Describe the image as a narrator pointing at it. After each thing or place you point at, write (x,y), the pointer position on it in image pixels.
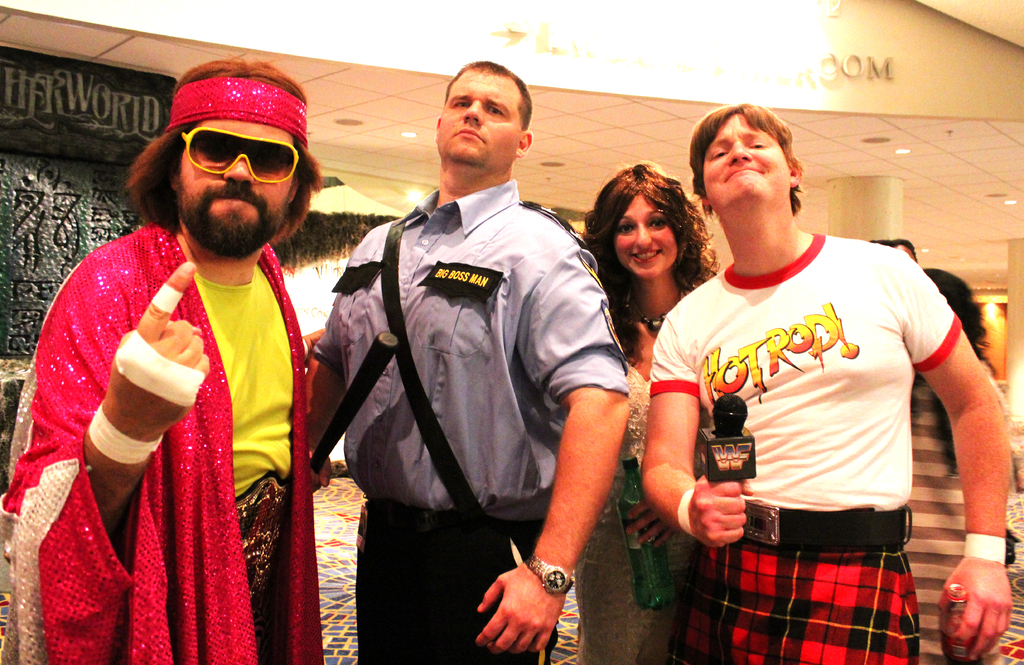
In this image we can see a few people (680,309) standing and holding few objects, behind there is a wall (488,54) and some text (87,92) written on it, there is a ceiling (855,160) with the lights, there are few pillars (1014,368).
